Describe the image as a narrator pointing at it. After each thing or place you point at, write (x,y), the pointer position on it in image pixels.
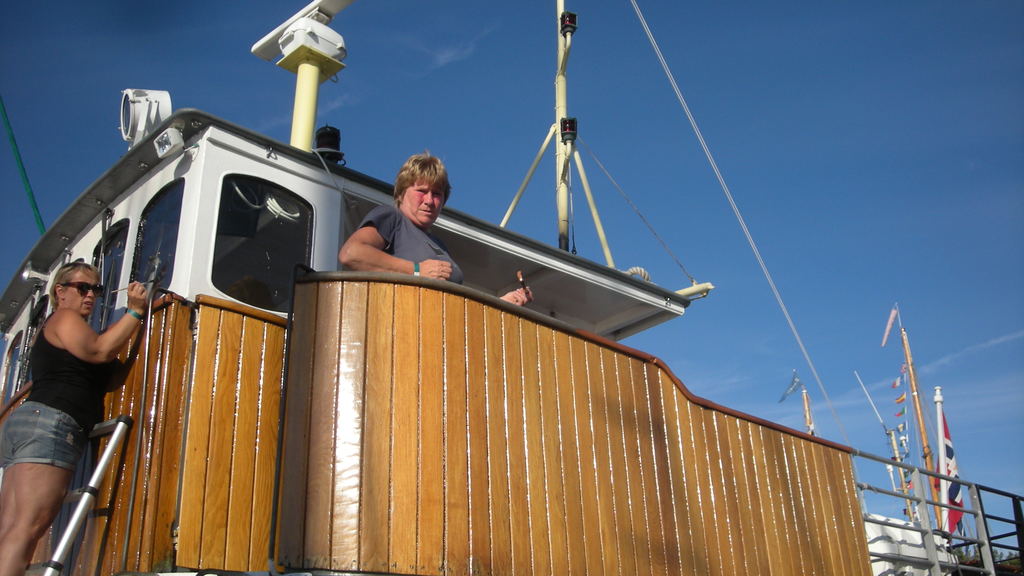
In this image I can see the person (369,226) is standing and another person (27,526) is standing on the ladder (109,447) and holding something. I can see the brown color railing (729,539), poles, ropes (682,266), flags (956,518) and few objects (944,552). The sky (691,205) is in blue color.
